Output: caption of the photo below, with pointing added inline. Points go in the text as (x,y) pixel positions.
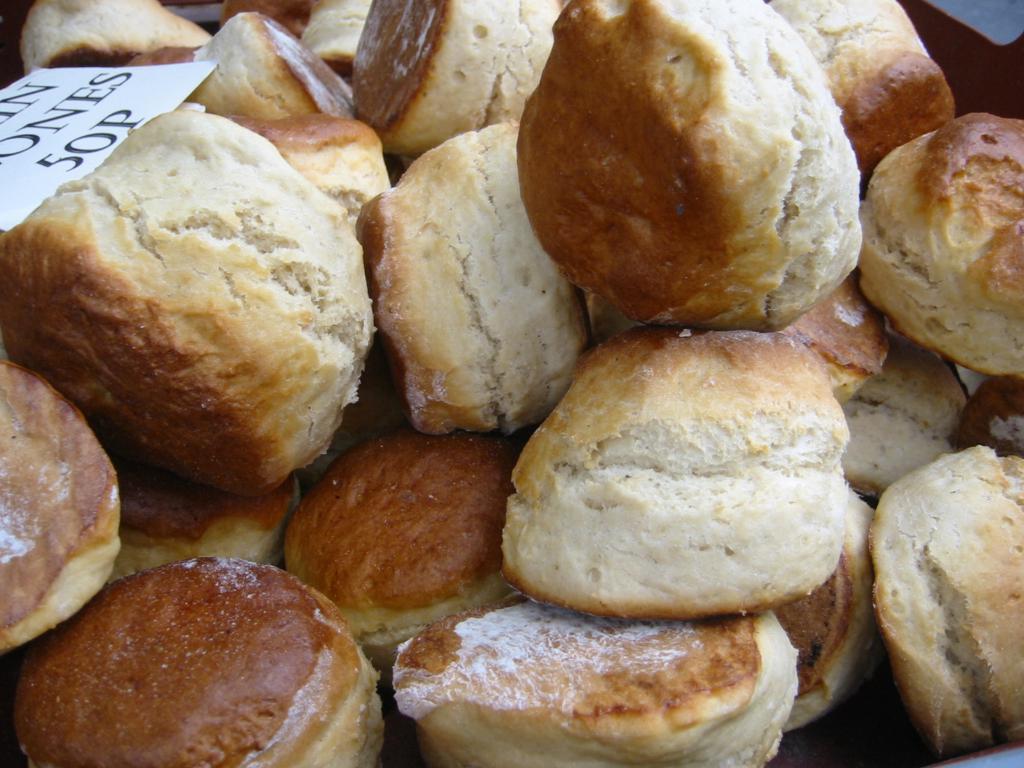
In this image, we can see some breads (941,319). On the left side of the image (118,110), we can see some papers (18,173). On the right side of the image (1003,50), we can see black color.
